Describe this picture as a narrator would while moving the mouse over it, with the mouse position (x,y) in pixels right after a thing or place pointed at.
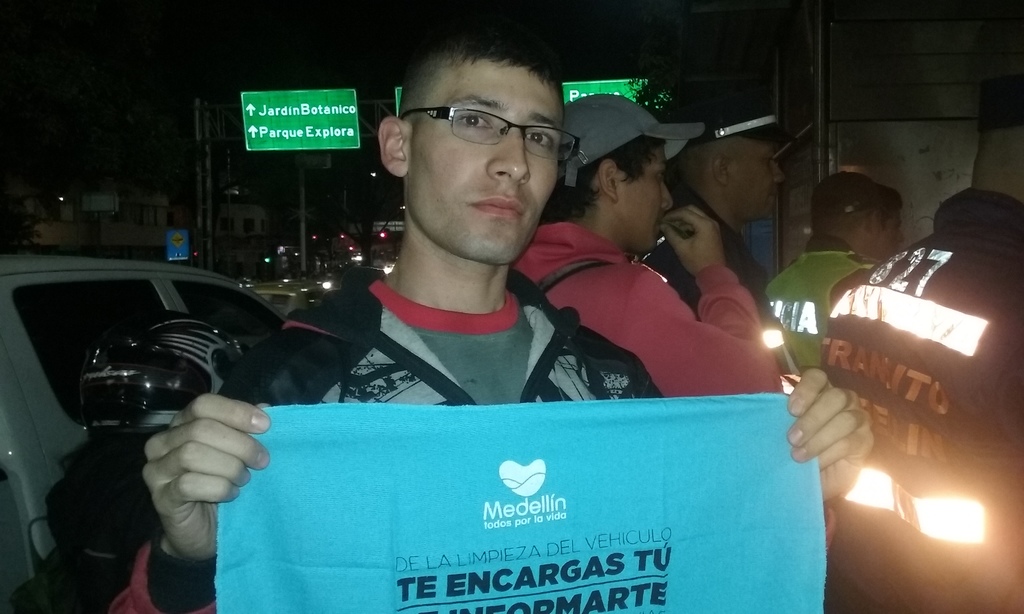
This is the picture of a road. In the foreground (448,408) there is a person (490,366) standing and holding the cloth (763,488), there is a text (437,556) on the cloth (467,540). At the back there is a board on the pole (300,229). There are vehicles (55,397) on the road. At the back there are buildings (92,210) and trees (186,137).
